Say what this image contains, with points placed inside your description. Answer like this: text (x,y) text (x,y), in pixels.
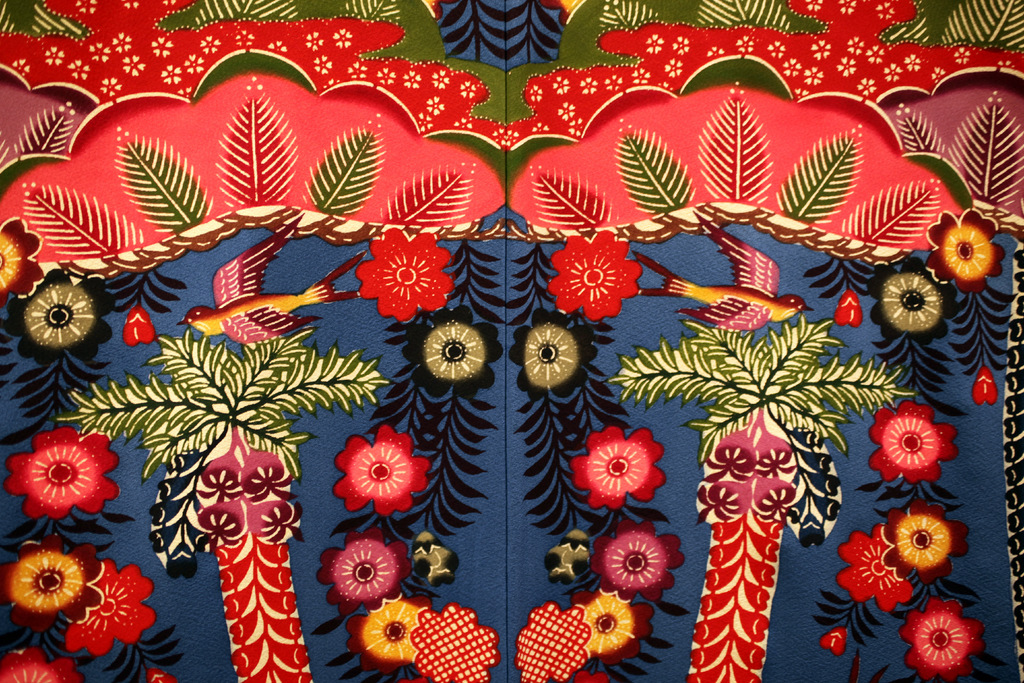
The picture consists of a blanket (693,320), on the blanket (406,283) there are flowers (401,282), leaves (540,289) and tree designs (763,588).
